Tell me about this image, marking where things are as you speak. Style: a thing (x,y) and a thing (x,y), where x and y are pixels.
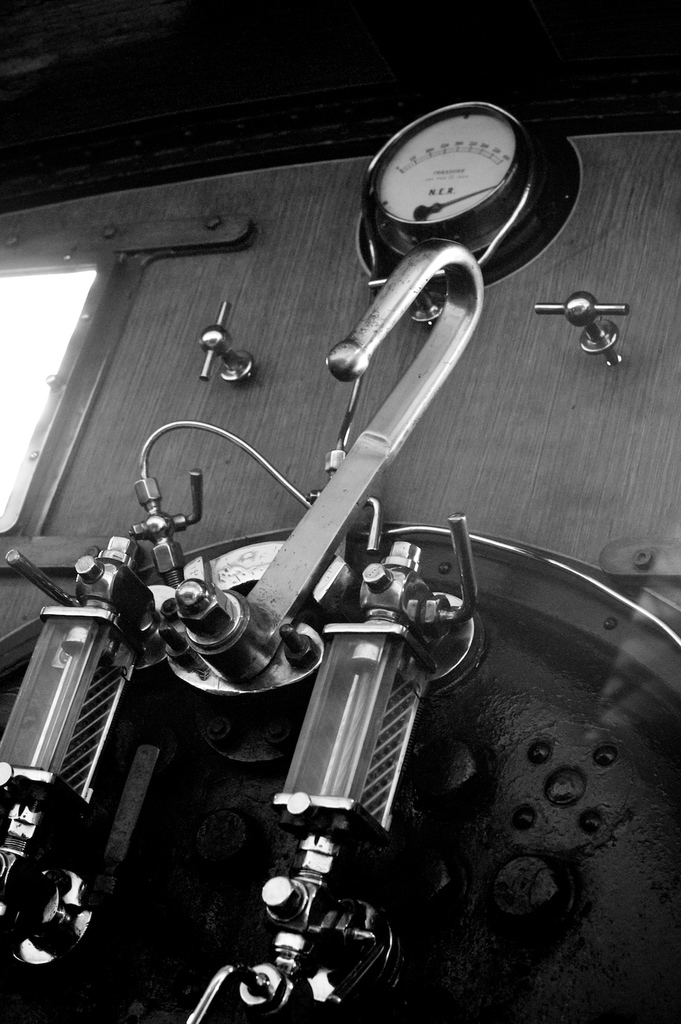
In the image we can see a machine (213,350) and a meter reading (492,181), and the image is black and white in color.
